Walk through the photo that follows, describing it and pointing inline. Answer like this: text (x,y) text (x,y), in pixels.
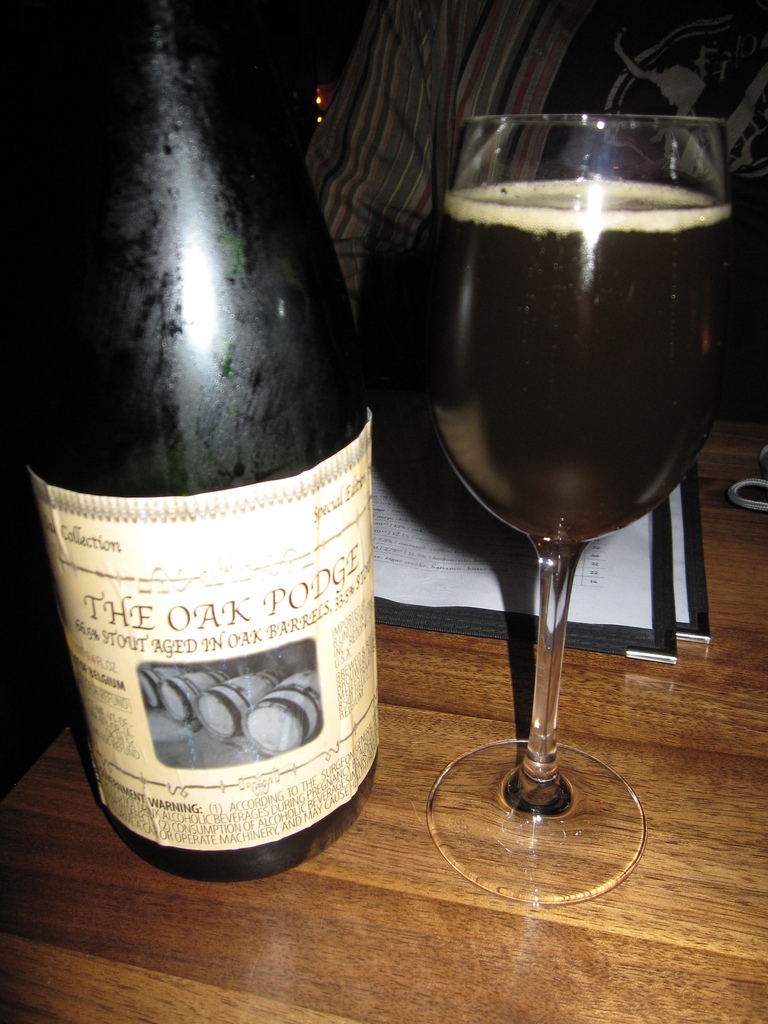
In this image, we can see a bottle (251,426) and a glass (533,462) with drink (561,413) and some papers (621,580) are on the table (482,938). In the background (547,49), there is a person (582,38).
